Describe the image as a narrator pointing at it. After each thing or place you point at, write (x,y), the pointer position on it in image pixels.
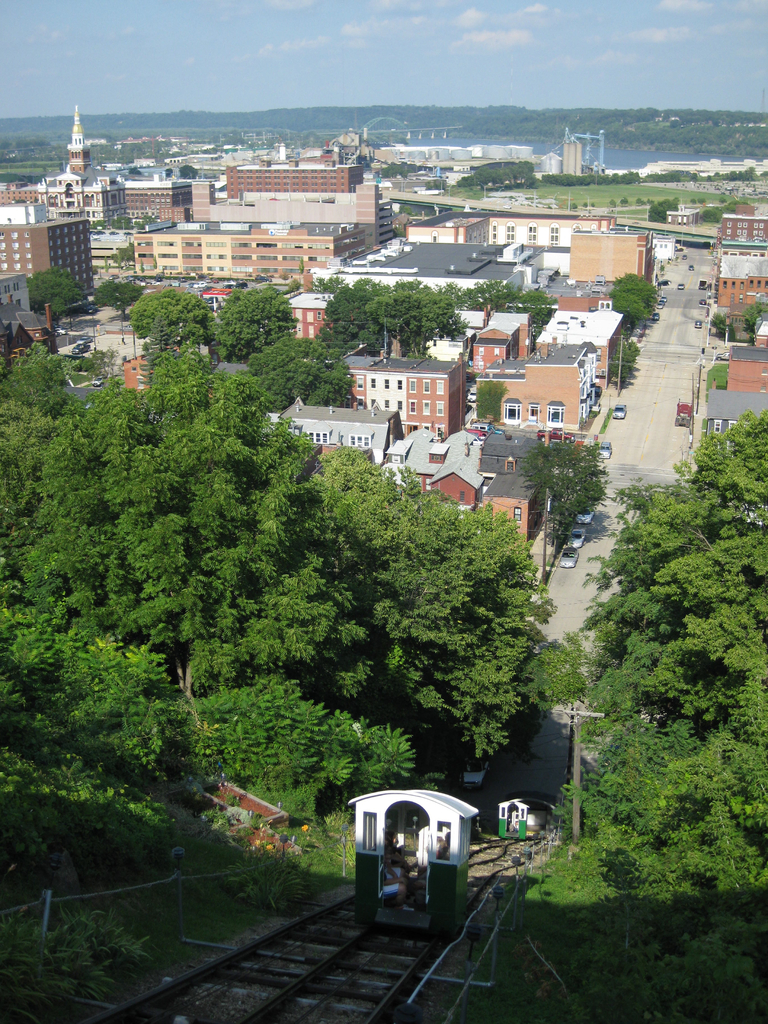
This image is taken outdoors. At the top of the image (136,68) there is the sky (404,71) with clouds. At the bottom of the image (298,930) there is a railway track (325,951). On the left (62,556) and right sides of the image there are many trees (669,575) with leaves (203,556), stems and branches (568,682). In the background (652,137) there are a few hills (640,135) and there is a river (616,163) with water (614,167). In the middle of the image (456,471) there are many houses (761,366) and buildings (153,261) with walls (97,261), windows (150,265), doors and roofs (451,365). There is a road (682,447) and many vehicles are moving on the road (693,304).
